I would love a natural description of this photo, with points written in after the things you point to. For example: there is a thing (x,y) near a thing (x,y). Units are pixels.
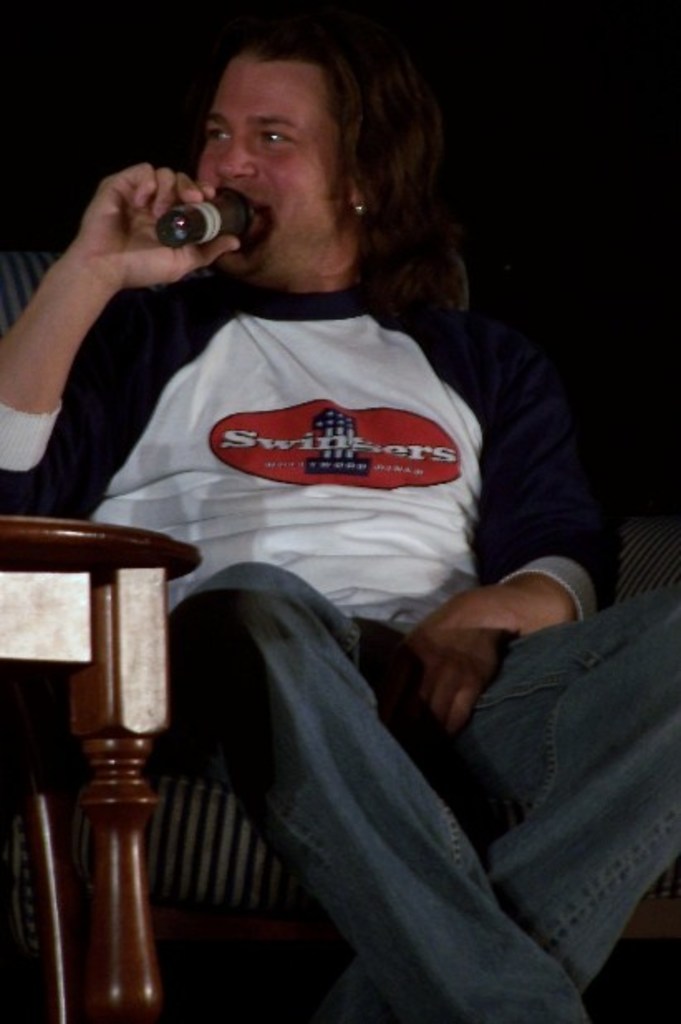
In this picture we can see a man (480,456) sitting on the chair (6,317), holding a microphone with his right hand (97,219) and smiling.
